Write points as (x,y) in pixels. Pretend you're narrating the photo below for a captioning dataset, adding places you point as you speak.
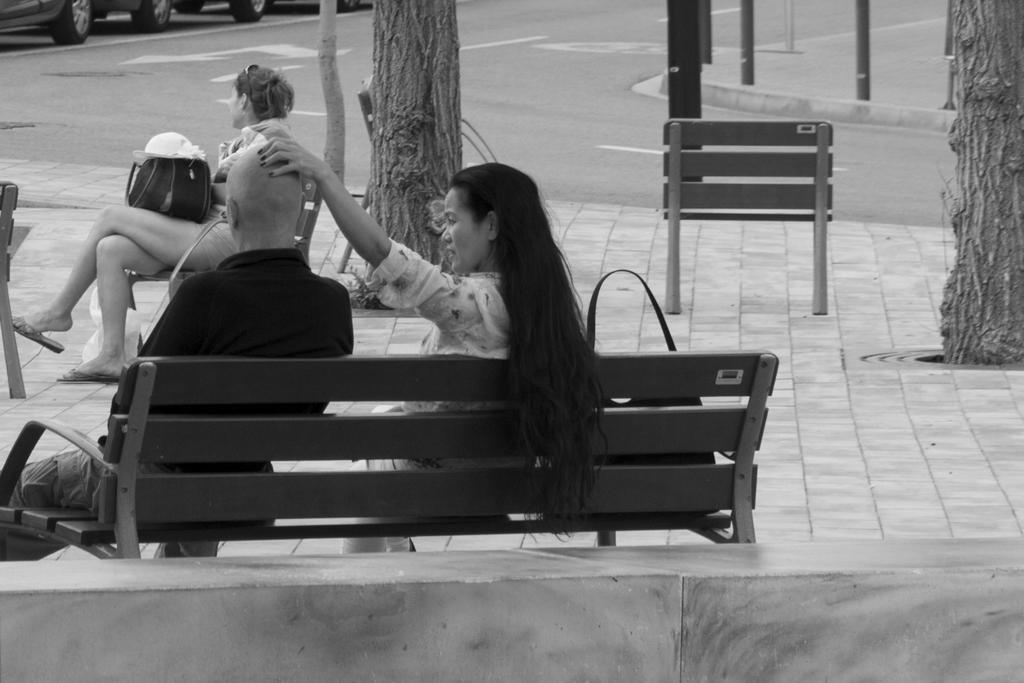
A black and white picture. Front this man (266,340) and this women (565,482) are sitting on a bench (420,495). This woman (541,432) kept her hand (274,161) on this man head (256,175). Far a woman (261,84) is sitting on a bench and holding a handbag (190,188). A vehicle (151,22) on road (109,88). These are trees (958,123).
